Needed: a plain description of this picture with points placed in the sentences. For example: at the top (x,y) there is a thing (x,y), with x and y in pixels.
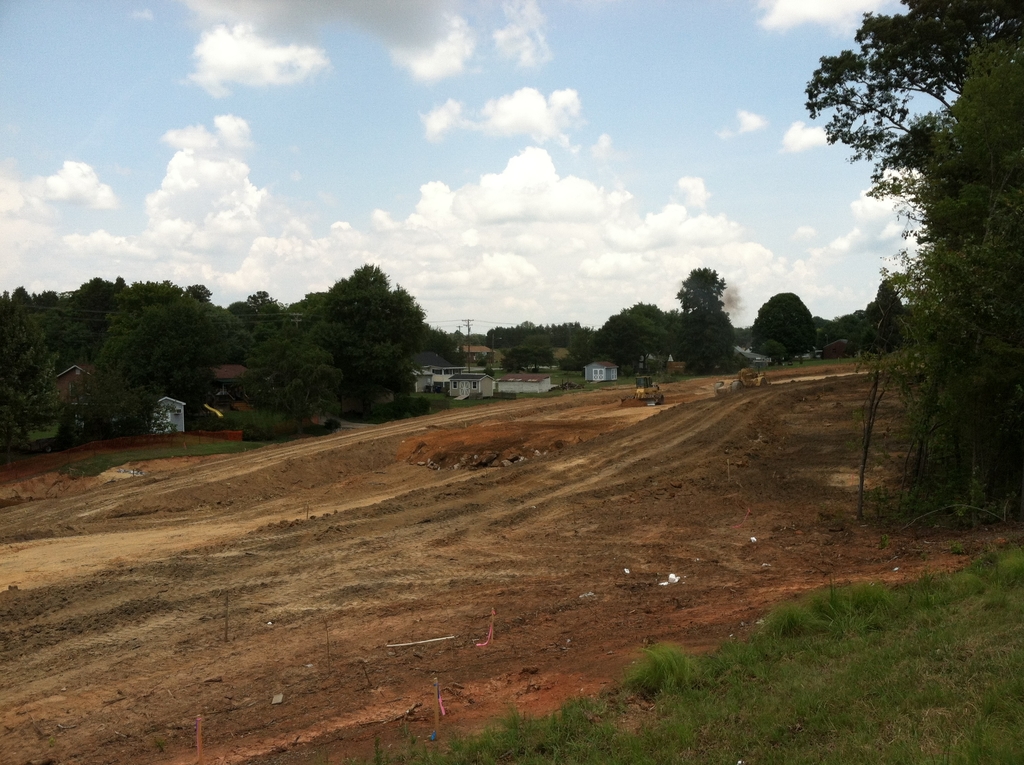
In this image we can see trees (581,367), houses (599,373). At the bottom of the image (624,682) there is grass (798,684), soil (334,658). At the top of the image (419,147) there is sky (438,90) and clouds (213,126).
